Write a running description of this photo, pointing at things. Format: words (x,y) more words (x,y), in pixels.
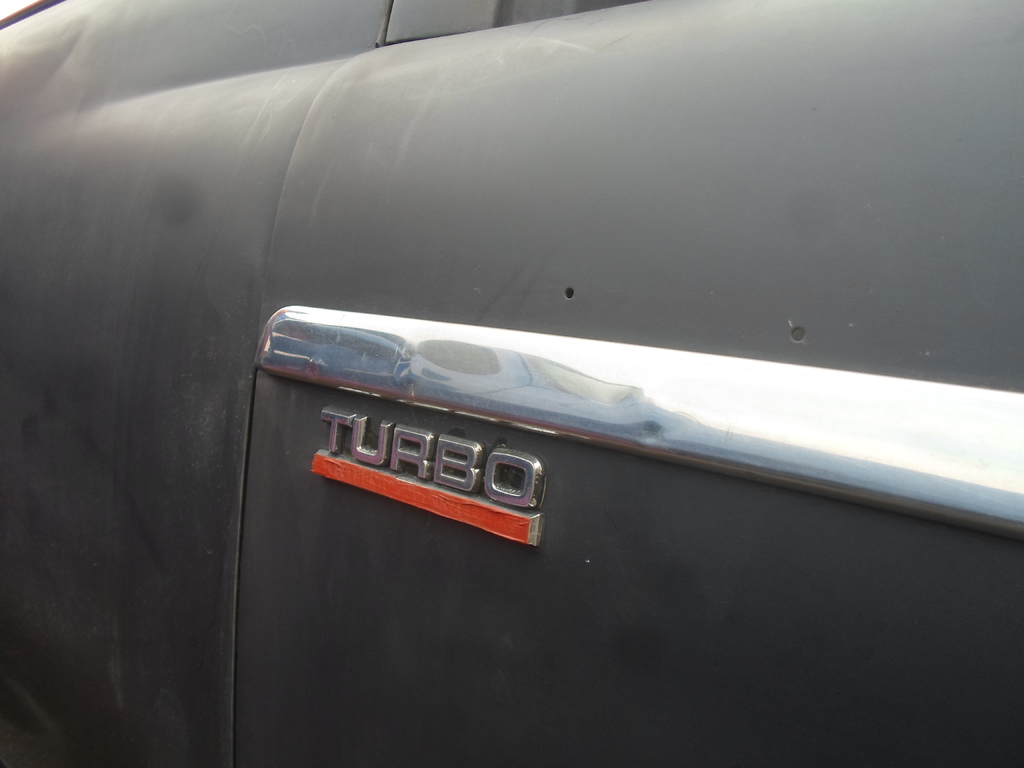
In this picture I can see there is a black color object (325,390) and there is a logo (426,447) on it.
